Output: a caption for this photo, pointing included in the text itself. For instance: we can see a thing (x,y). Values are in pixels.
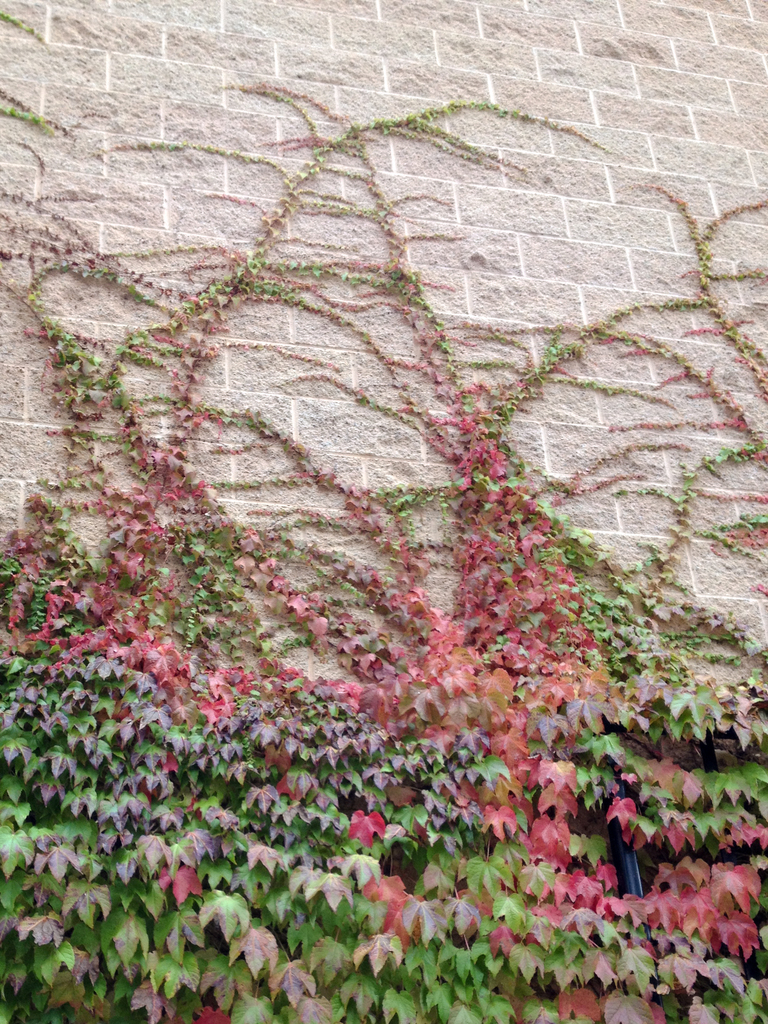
In this image I can see creepers (516,717), pole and a building wall (342,396). This image is taken may be during a day.
